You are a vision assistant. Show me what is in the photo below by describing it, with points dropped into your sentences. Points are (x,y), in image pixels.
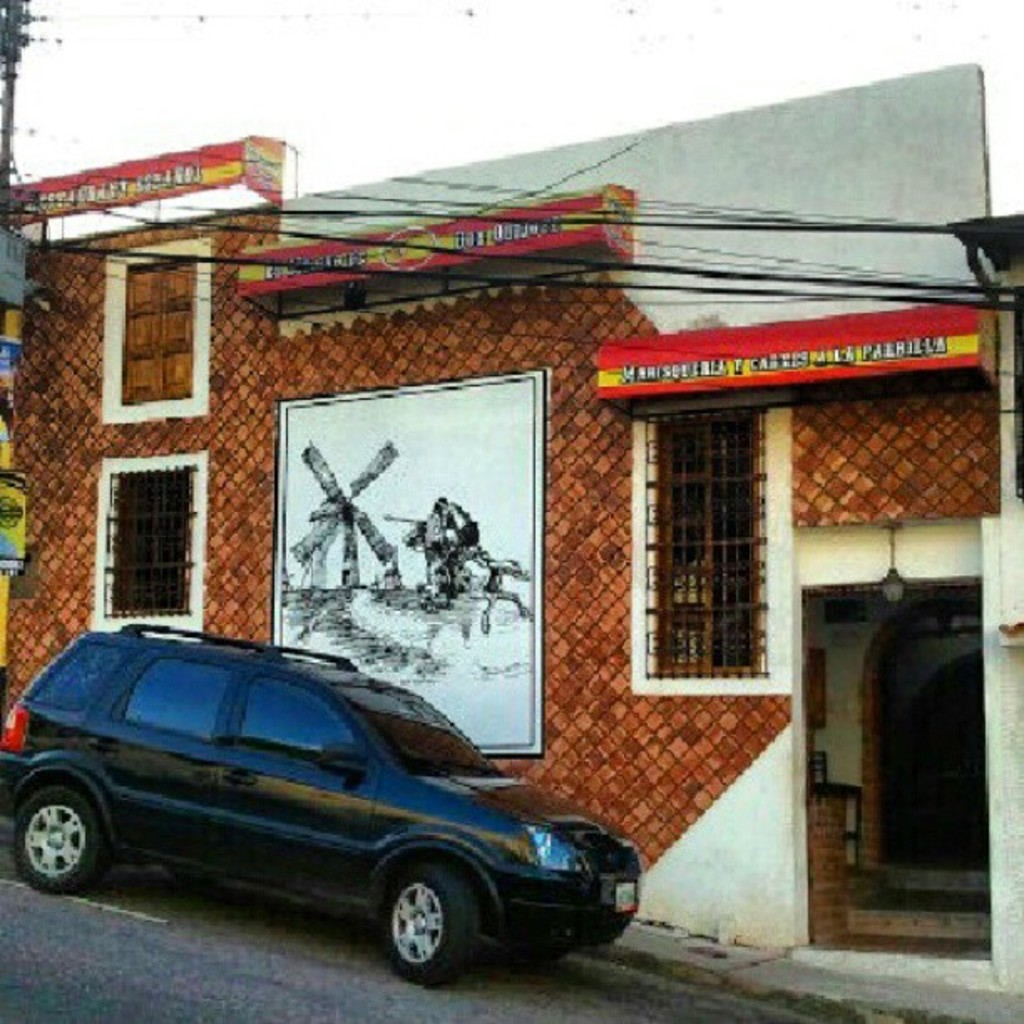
In this image I can see a black colour car (202,872). In the background (8,408) I can see few wires (278,207), a pole (6,229), a building (46,403) and here I can see a white colour thing (406,528).
